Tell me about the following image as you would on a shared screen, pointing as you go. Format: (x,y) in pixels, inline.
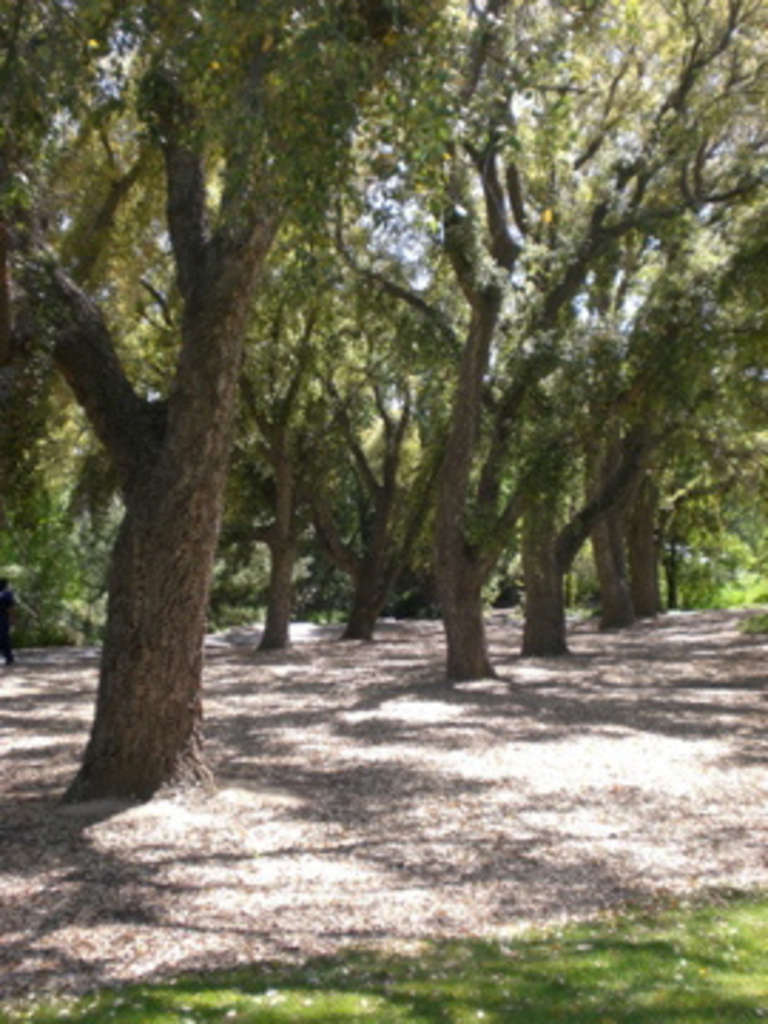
In the center of the image (270,577) we can see trees (311,433). At the bottom (555,973) there is grass (546,983).
